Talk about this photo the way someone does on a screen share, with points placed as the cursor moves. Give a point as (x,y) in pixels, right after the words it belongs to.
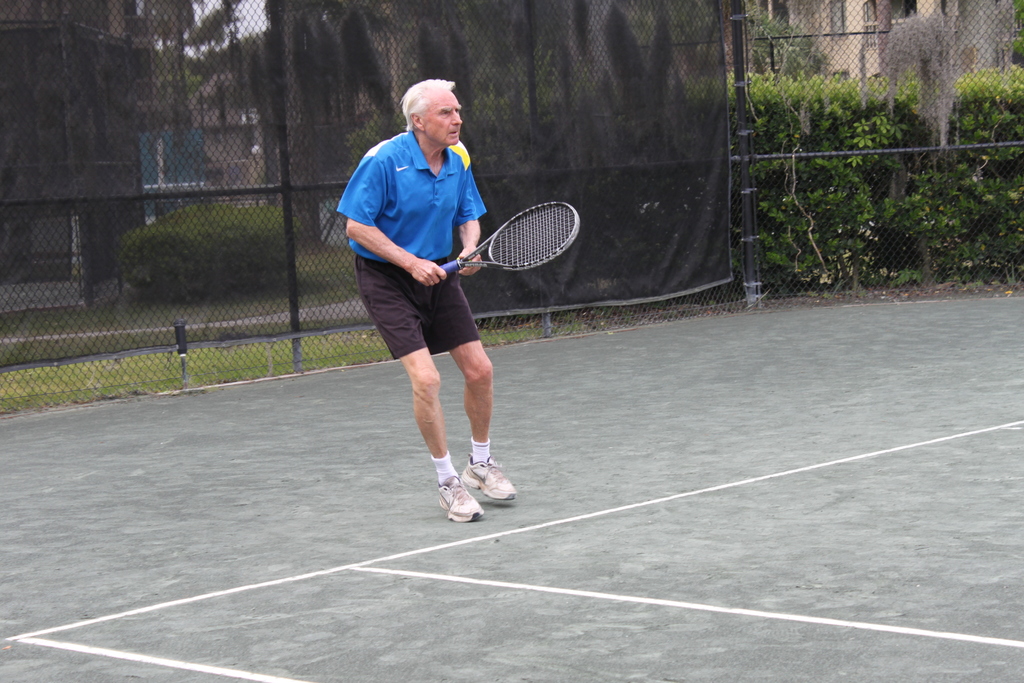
In this image i can see a man (360,218) playing holding a bat (534,214) at the background (628,137) i can see a railing (738,113), tree (799,113) and a building (835,42).
